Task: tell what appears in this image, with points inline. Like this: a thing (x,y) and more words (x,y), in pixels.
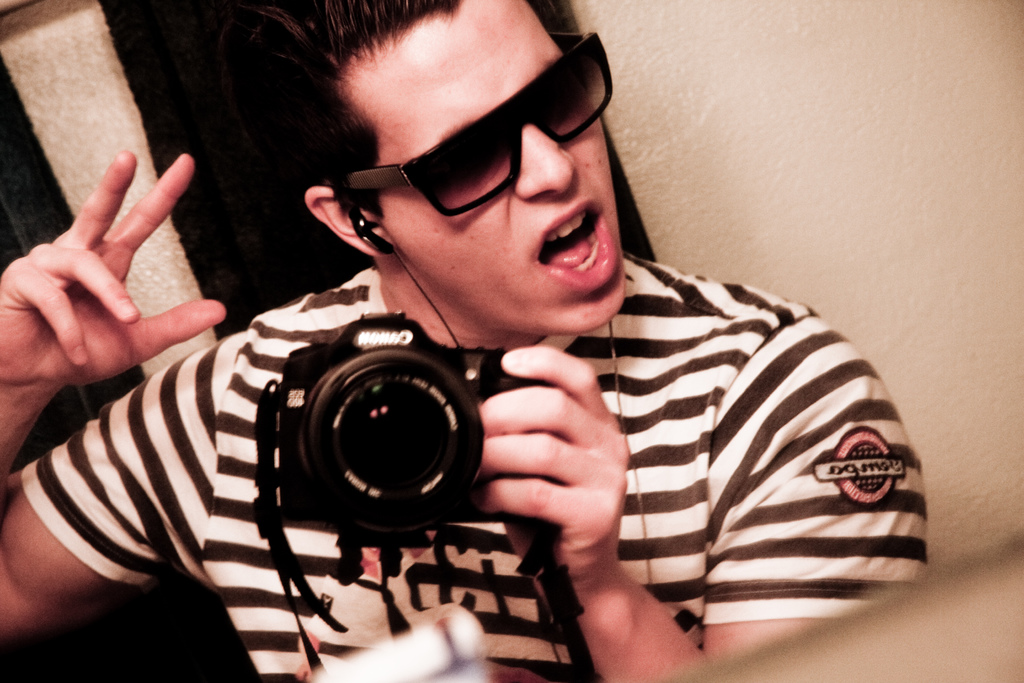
This man (517,244) wore goggles (496,126) and holding camera (404,462).
